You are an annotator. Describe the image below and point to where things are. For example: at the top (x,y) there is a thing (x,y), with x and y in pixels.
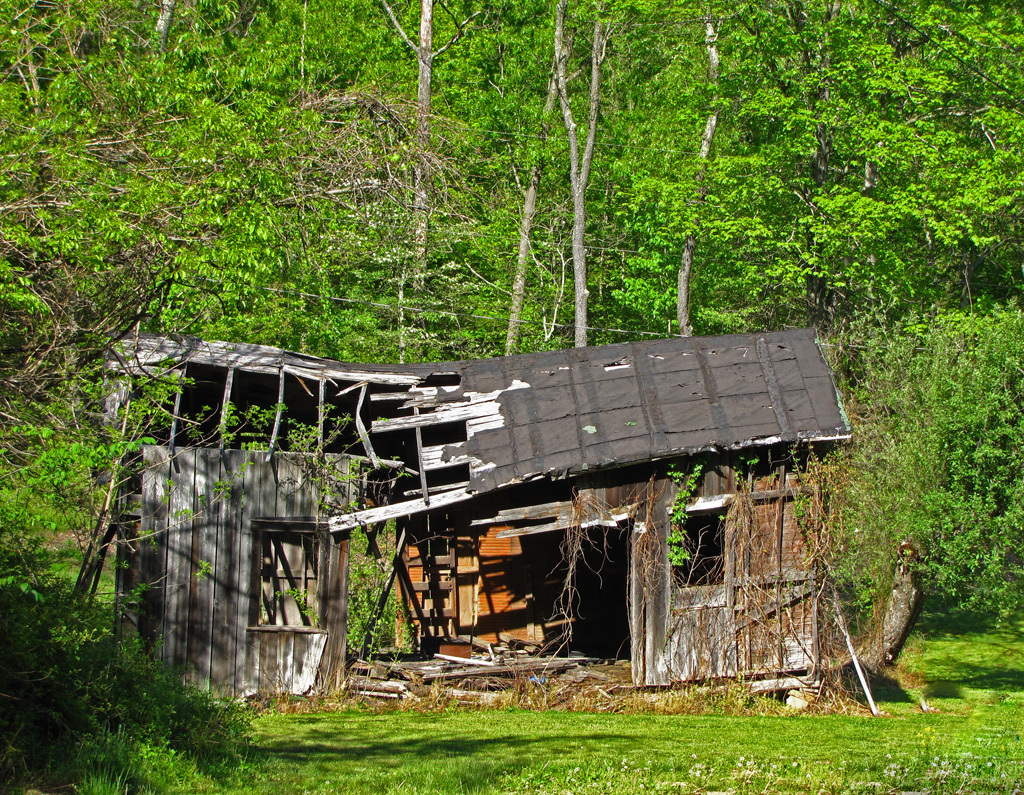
In the center of the image (463,373) there is broken house (392,517). In the background of the image (429,315) there are trees (429,315). At the bottom of the image (586,736) there is grass (438,732).
